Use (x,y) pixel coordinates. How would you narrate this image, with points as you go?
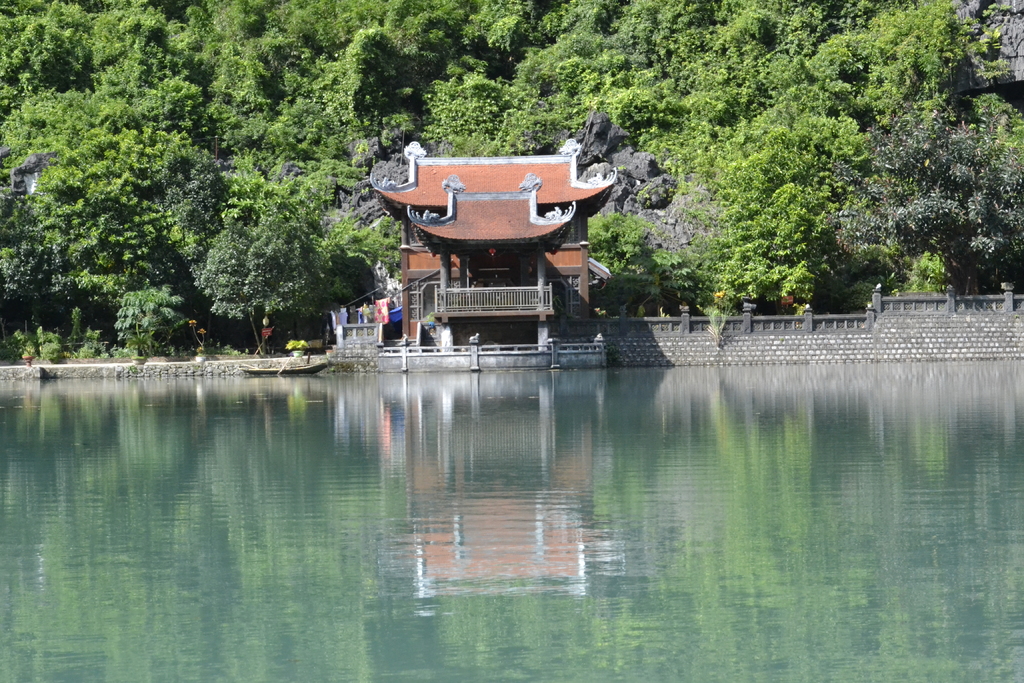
This picture shows a lake (480,382) and a house (525,176) and back of the house (381,184), we can see the trees (637,109).
